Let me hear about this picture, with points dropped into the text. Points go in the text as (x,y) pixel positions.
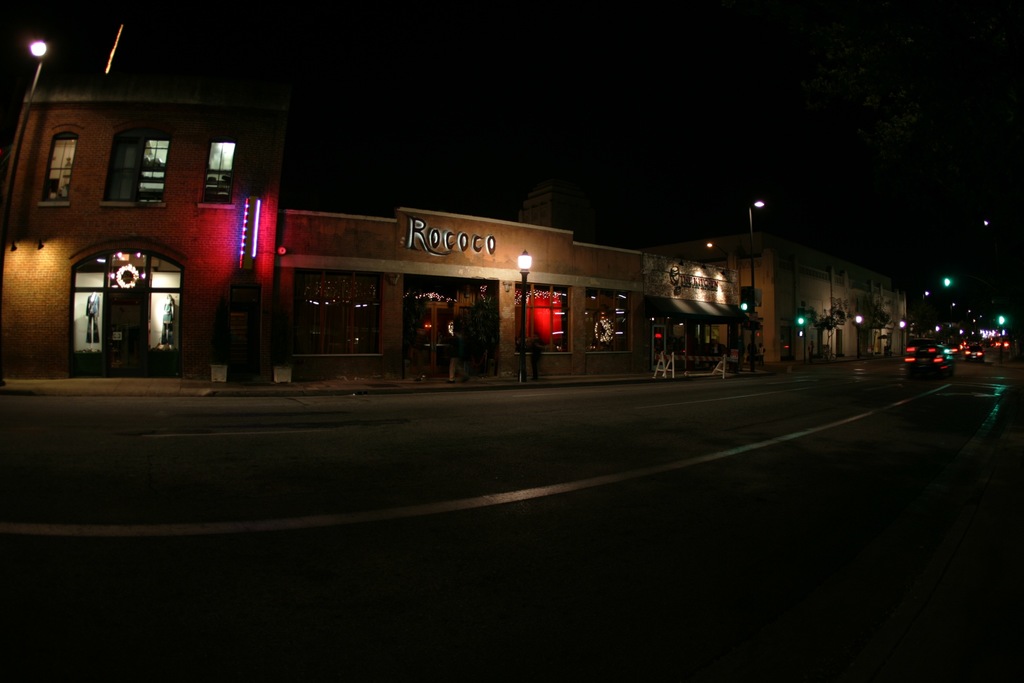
In this picture we can see a building (373,322). In front of the building (414,287) we can see street lights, barricades (664,359) and road (315,543). On the right (928,366) we can see many cars (928,347) which are running on the road (998,357). On the top right (1023,42) we can see a dark sky (648,42).
